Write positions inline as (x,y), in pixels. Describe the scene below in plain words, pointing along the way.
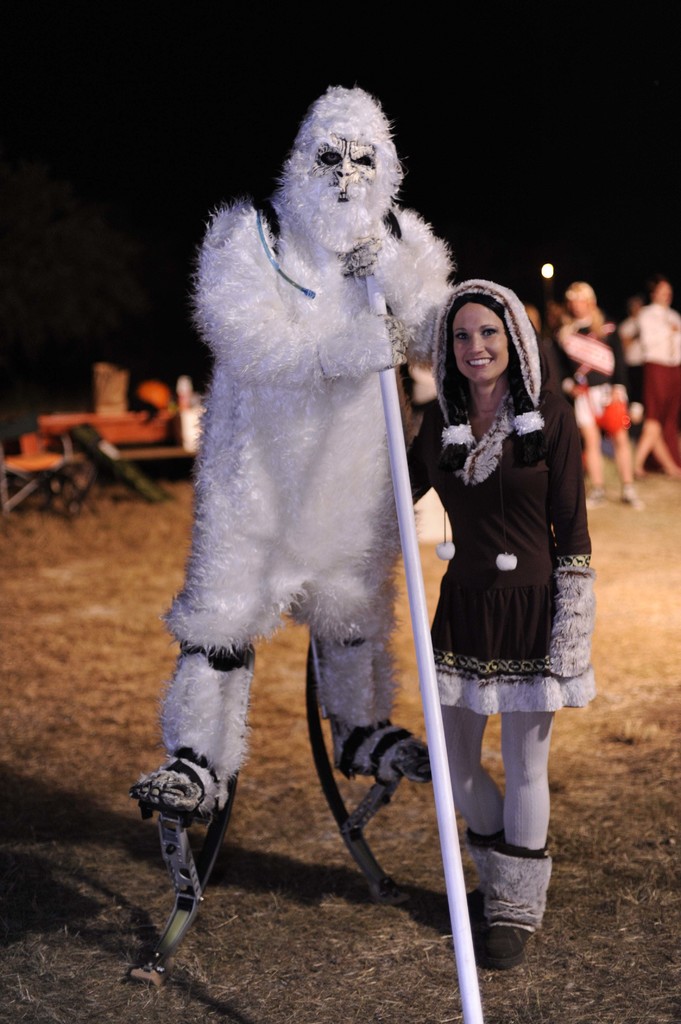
In this picture we can see a person (306,334) wearing a costume (304,500) and holding an object (462,968). We can see this person (314,384) standing on the objects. There is a woman (522,776) standing and smiling. We can see some grass (26,611) on the ground (26,611). There are a few people (664,344), some objects (3,462) and the light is visible in the background (37,508). We can see the dark view in the background (630,147).
